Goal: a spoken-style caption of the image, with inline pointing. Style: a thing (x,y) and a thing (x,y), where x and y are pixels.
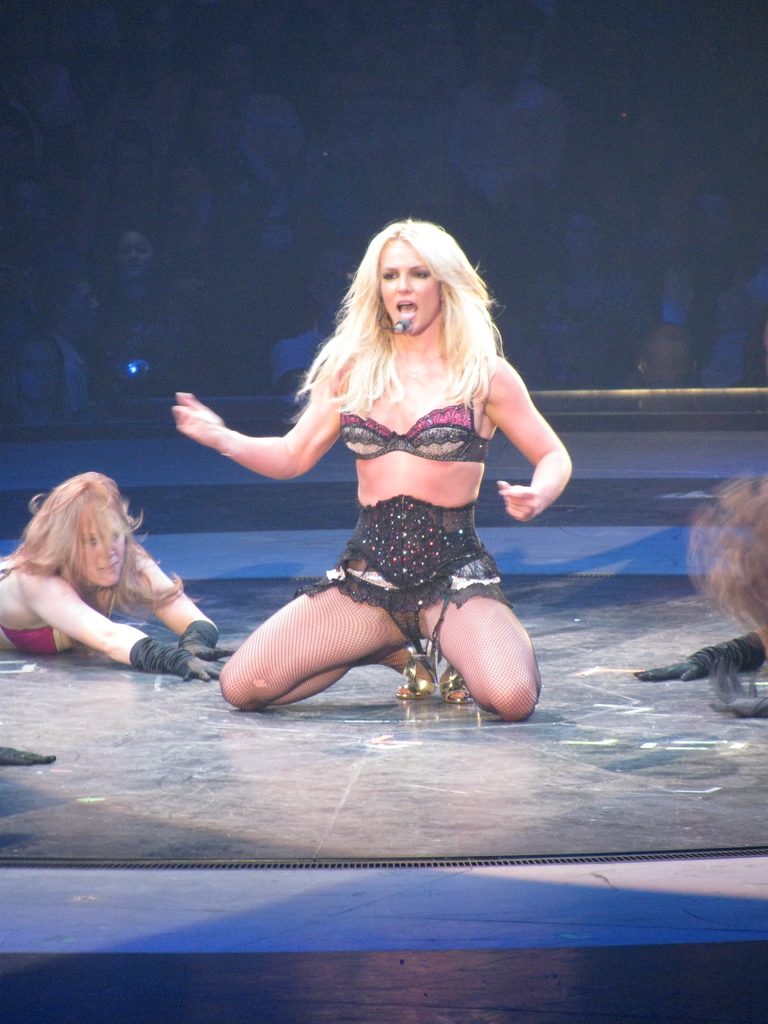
In this image I can see two women (239,678). In the background (121,375) I can see few people (55,104).
